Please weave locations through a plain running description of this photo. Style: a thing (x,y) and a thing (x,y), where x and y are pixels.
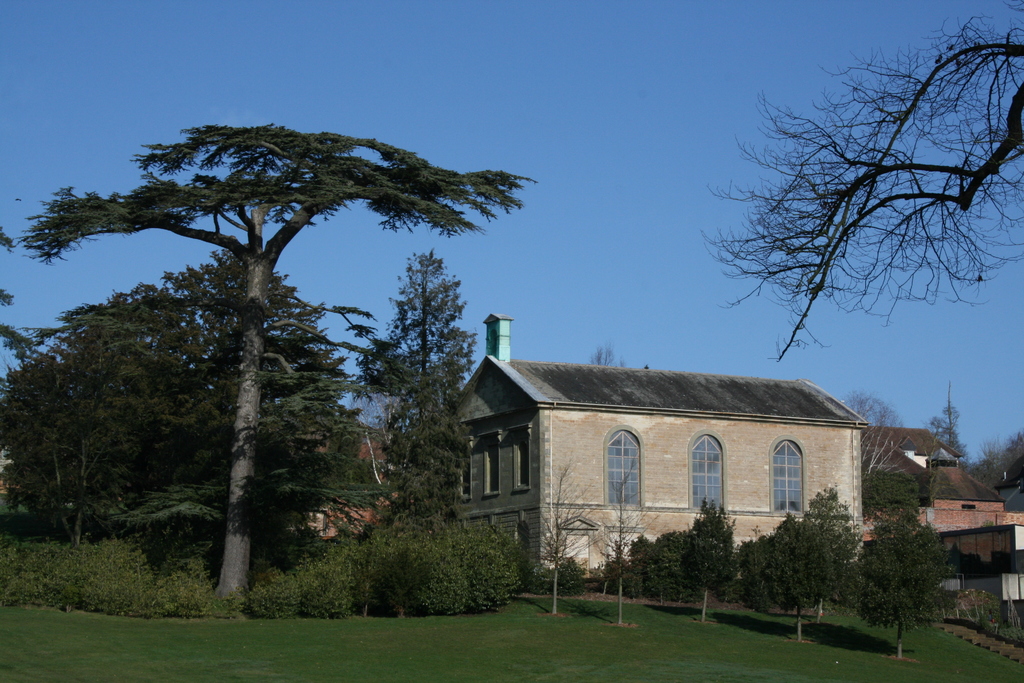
In this picture we can see buildings (515,506). On the left (207,386) we can see many trees (332,439) and plants (140,579). At the bottom (552,642) we can see green grass (574,672). At the top (572,48) there is a sky (517,31). In the bottom right corner (1016,646) we can see stairs (1001,641) near to the plant (987,620).
